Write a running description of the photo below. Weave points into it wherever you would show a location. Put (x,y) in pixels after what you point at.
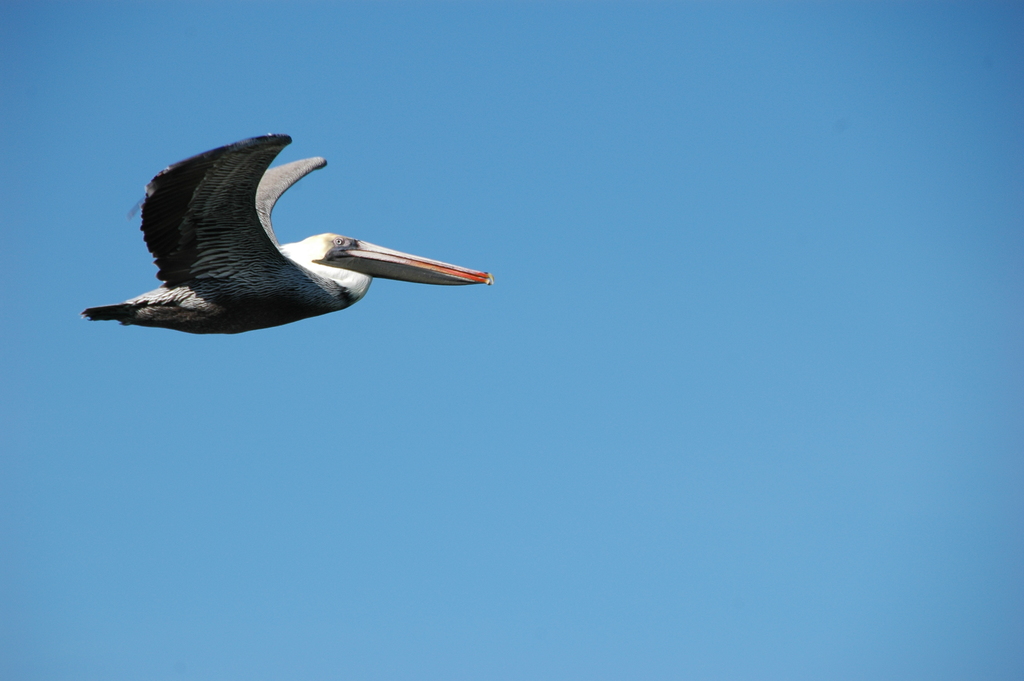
In this picture we can see a bird (246,220) flying in the air (612,549). In the background (806,535) there is sky (617,587).
